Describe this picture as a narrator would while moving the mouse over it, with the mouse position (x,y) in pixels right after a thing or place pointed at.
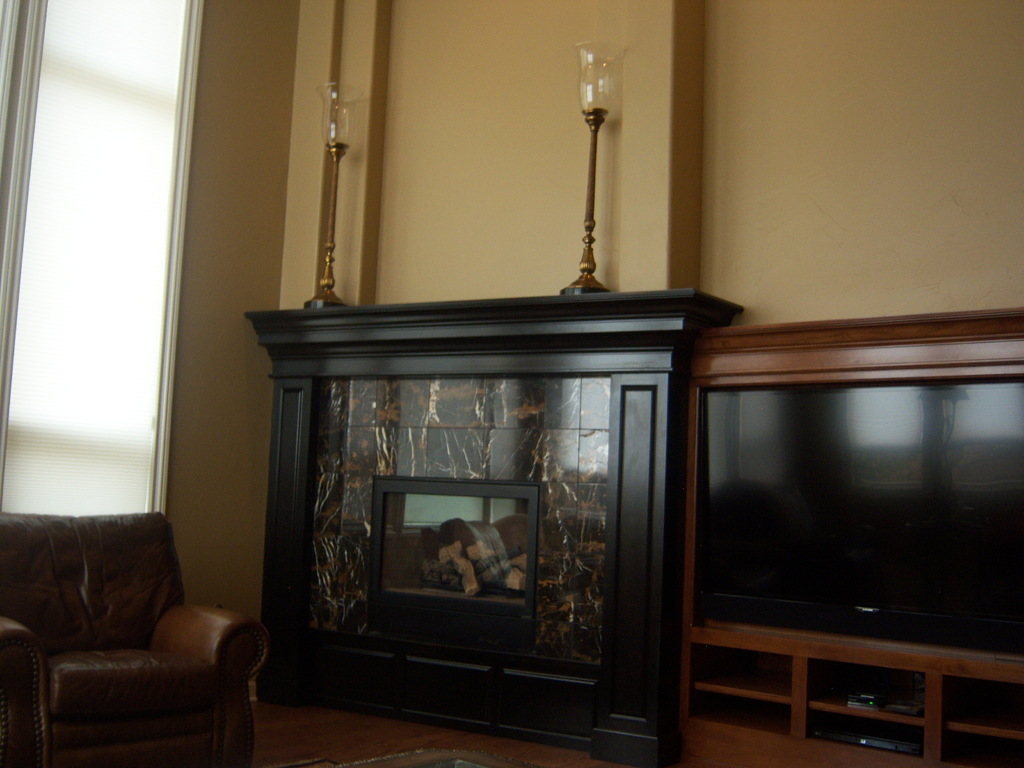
In this image there is a fireplace (557,410) attached to the wooden object (273,474), on top of it there are two lamps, beside it there is a wooden rack (765,645) on which there is a monitor (789,497) visible in front of the wall (445,216), on the left side (47,291) there is a window (53,361), chair (20,520).
